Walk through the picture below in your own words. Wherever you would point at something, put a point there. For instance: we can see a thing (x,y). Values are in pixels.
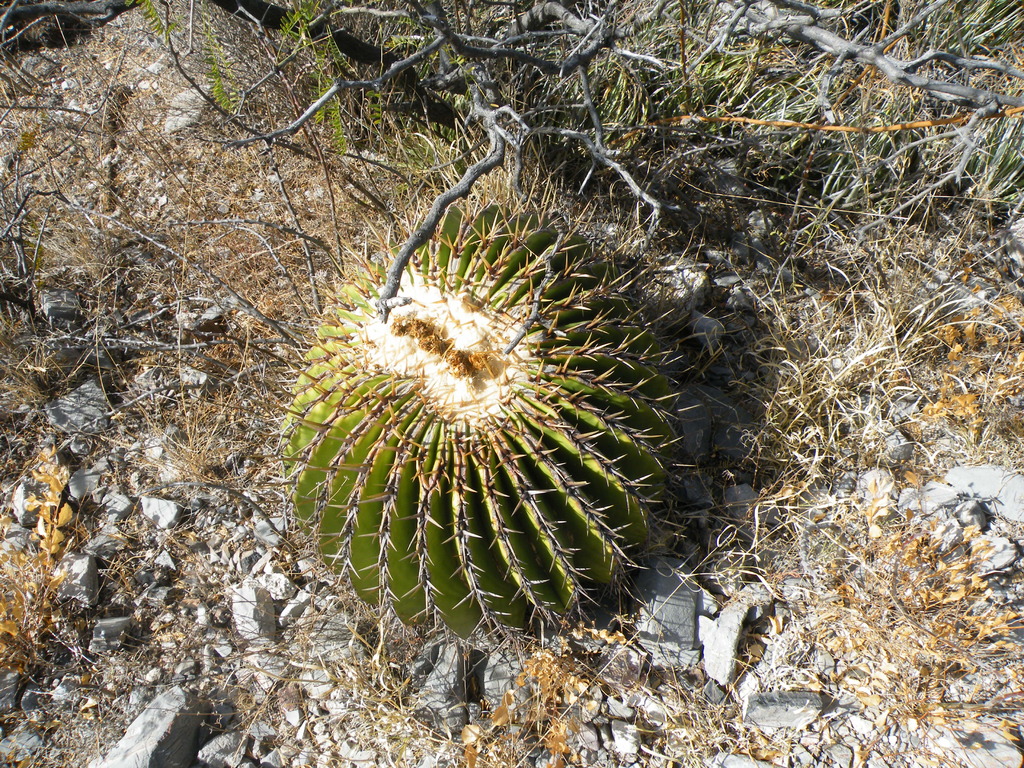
In this image I see the cactus (398,444), stones (284,657), grass (963,664) and plants (19,227).
